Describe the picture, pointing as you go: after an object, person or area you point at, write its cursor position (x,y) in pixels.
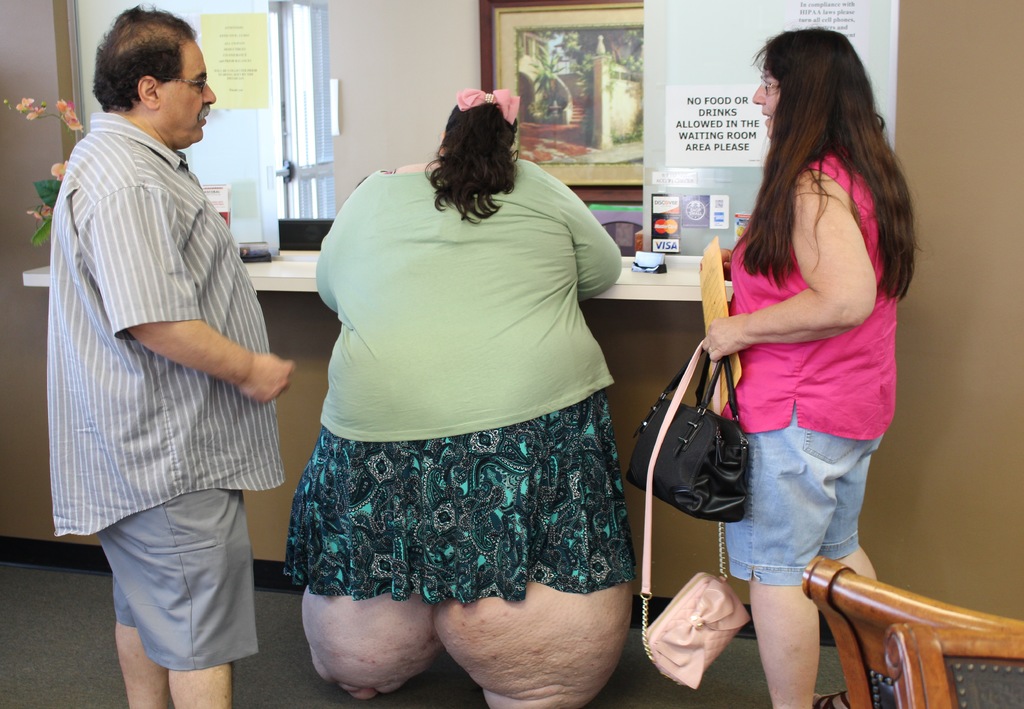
In the picture we can find three people (446,294), one man (149,268) and two women (389,319) standing near the table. In the background (542,91) we can find the door (293,98), photo (527,91), paper (261,102) stick on it. On the table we can find a plant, flowers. One woman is holding a handbag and another woman (404,319) is leaning on the table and the man (165,259) is wearing the shirt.
